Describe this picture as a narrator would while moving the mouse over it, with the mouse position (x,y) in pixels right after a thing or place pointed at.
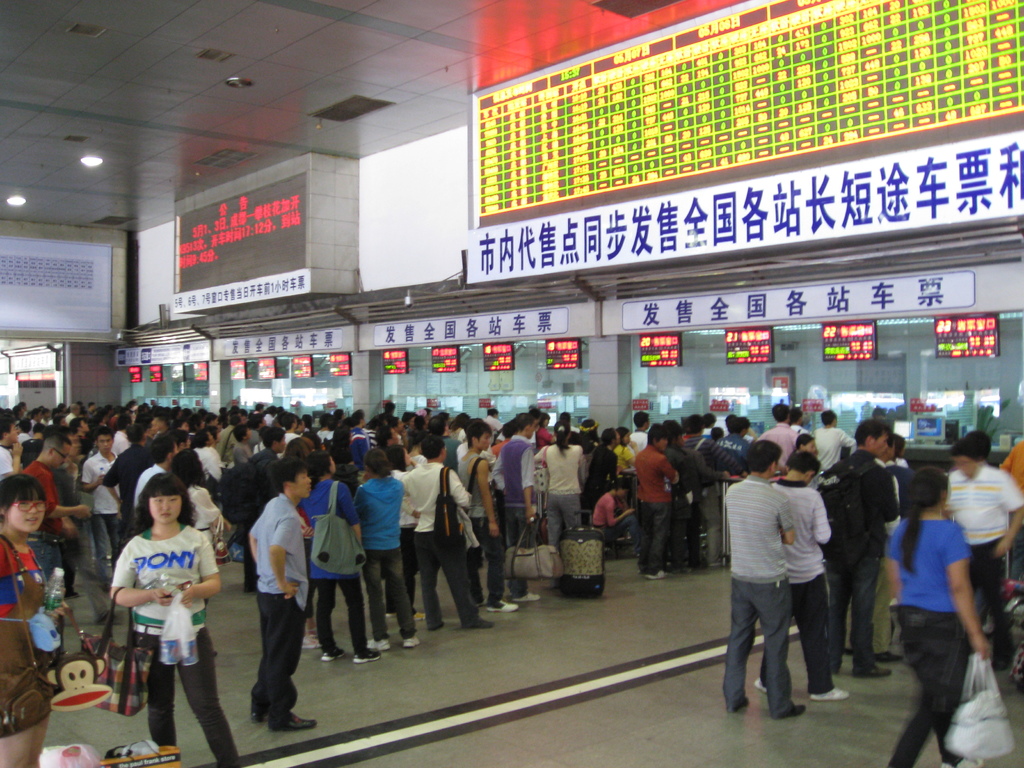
In this image I can see the group of people (467,606) with different color dresses (352,602) and I can see few people (161,626) with bags (173,634). In-front of these people (473,454) I can see many boards (548,319) and there are few led boards (512,364) can be seen.
